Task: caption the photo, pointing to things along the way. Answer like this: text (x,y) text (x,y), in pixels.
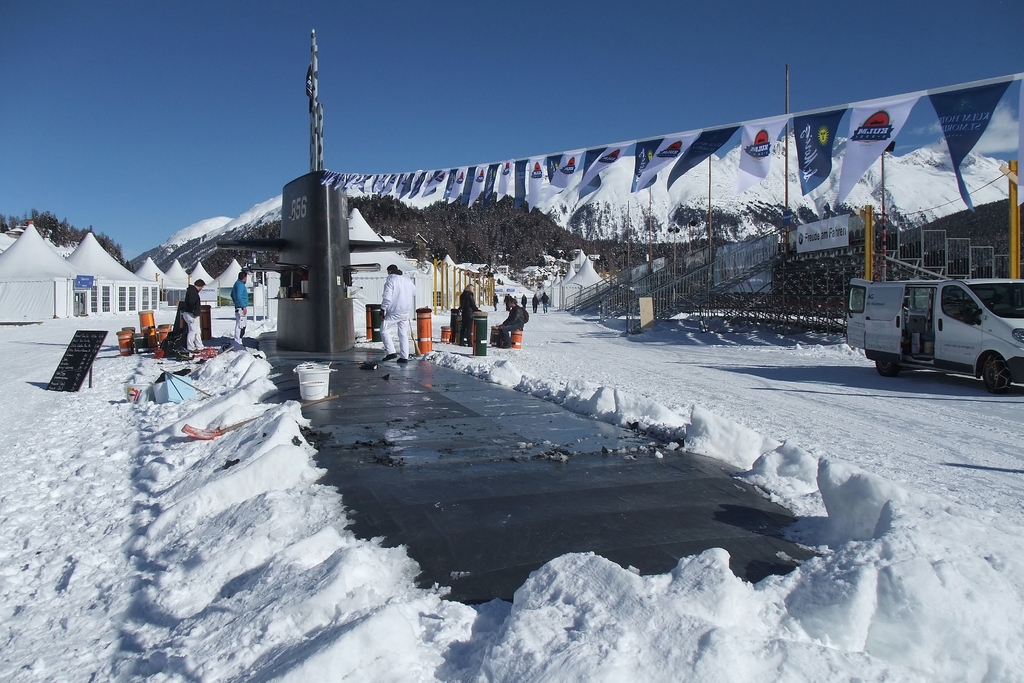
In this picture we can see snow (835,593), here we can see a vehicle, people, banners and some objects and in the background (596,254) we can see trees (610,268), sky (955,34).
